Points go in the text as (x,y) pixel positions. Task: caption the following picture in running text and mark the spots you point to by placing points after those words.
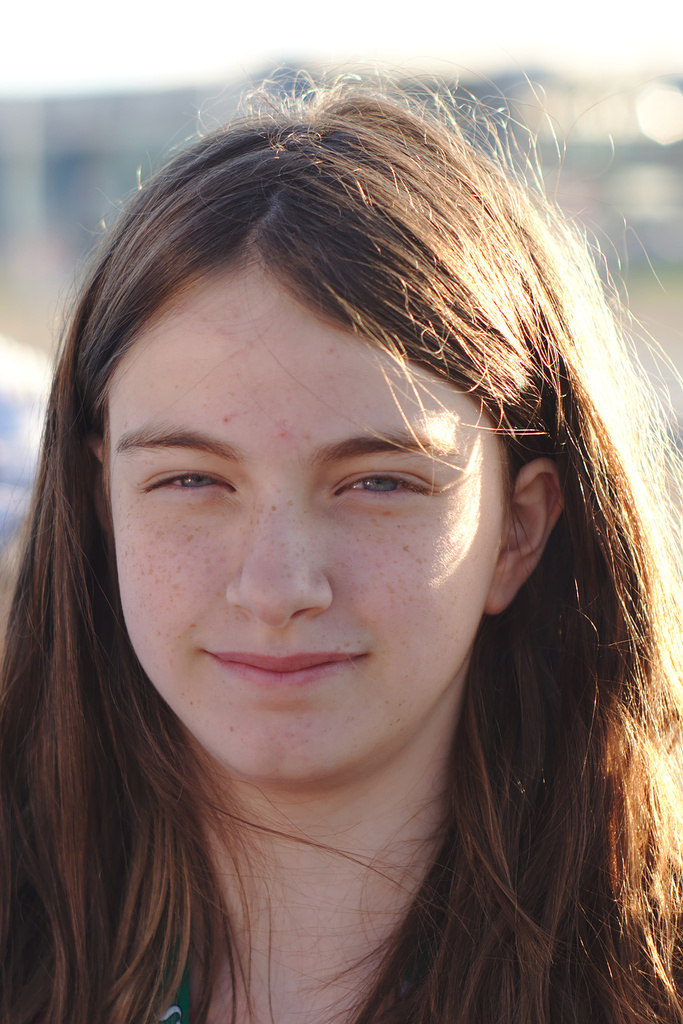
This image consists of a girl (81,705). The background (576,80) is blurred.
